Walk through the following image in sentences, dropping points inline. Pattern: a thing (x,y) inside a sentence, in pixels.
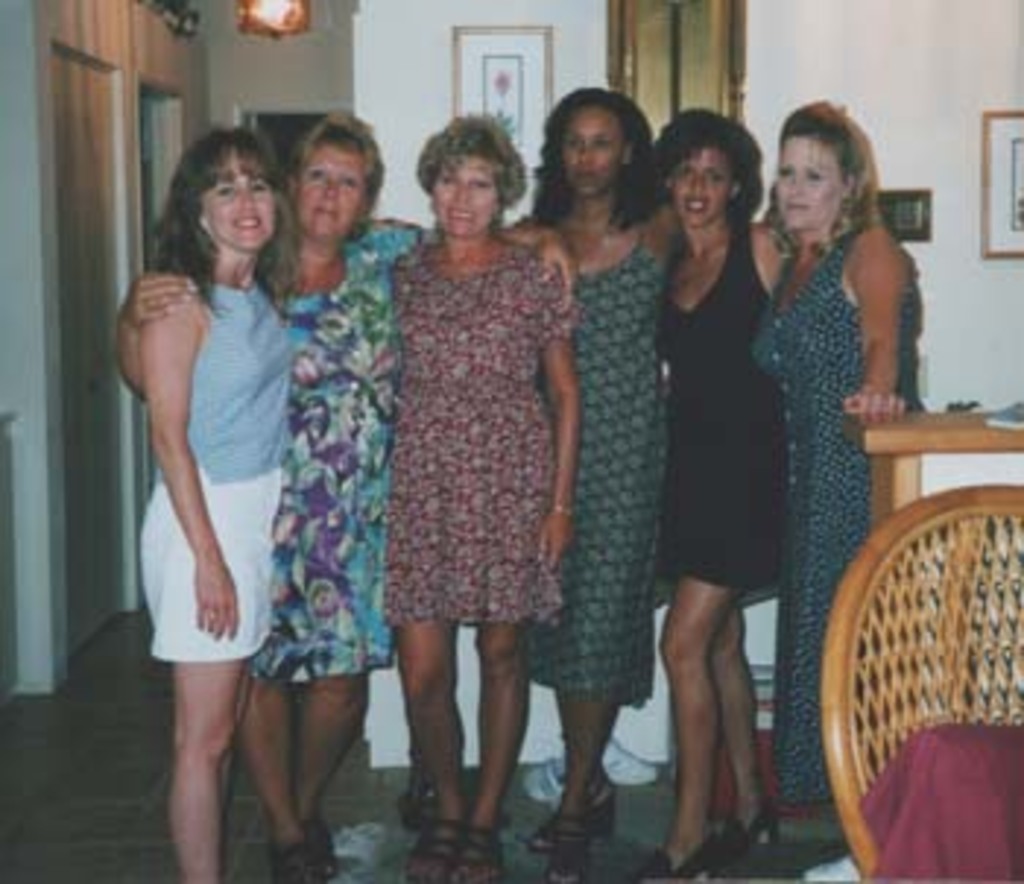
There is a group of persons (535,468) standing as we can see in the middle of this image (411,384), and there is a wall (437,96) in the background (936,172). There are some photo frames (982,207) attached to it. There is a chair (940,670) and a table (957,449) on the right side of this image (945,520).
